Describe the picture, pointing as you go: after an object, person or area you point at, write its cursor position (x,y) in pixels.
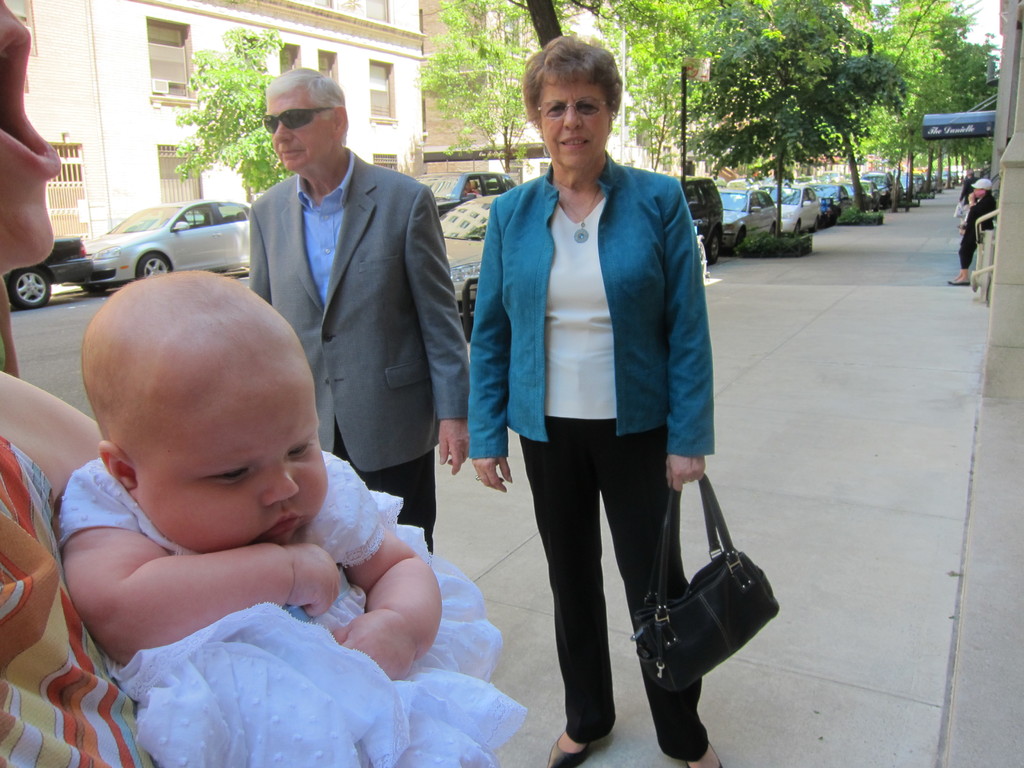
As we can see in the image there is a building (148,66), trees (751,58), cars (821,191) and few people (278,242) standing on road (526,502) and the women (546,539) who is standing here is holding black color bag (712,626).
